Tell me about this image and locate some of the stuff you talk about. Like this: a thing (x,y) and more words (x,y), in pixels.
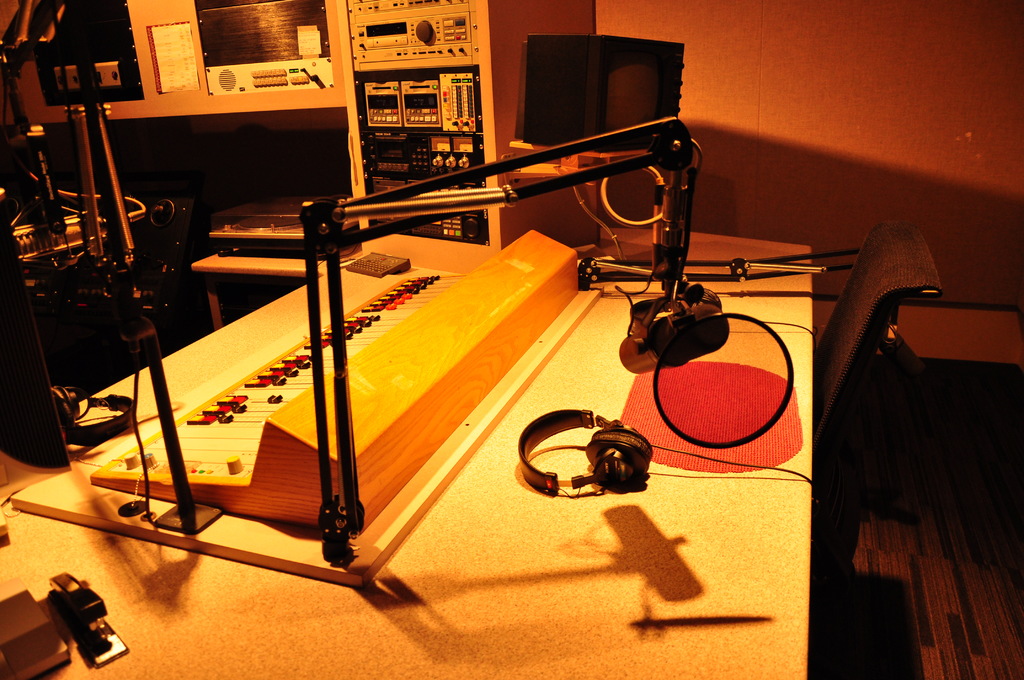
This is the picture of a room (840,219). In this image there is a headphone (612,474) and there are objects (668,230) and there is a device (684,247) on the table (710,534). At the back (403,69) there are devices (252,19) in the cupboard (181,1). On the right side of the image (877,239) there is a chair (857,375) and there is a wall (981,159). At the bottom (912,547) there is a floor (915,484).
